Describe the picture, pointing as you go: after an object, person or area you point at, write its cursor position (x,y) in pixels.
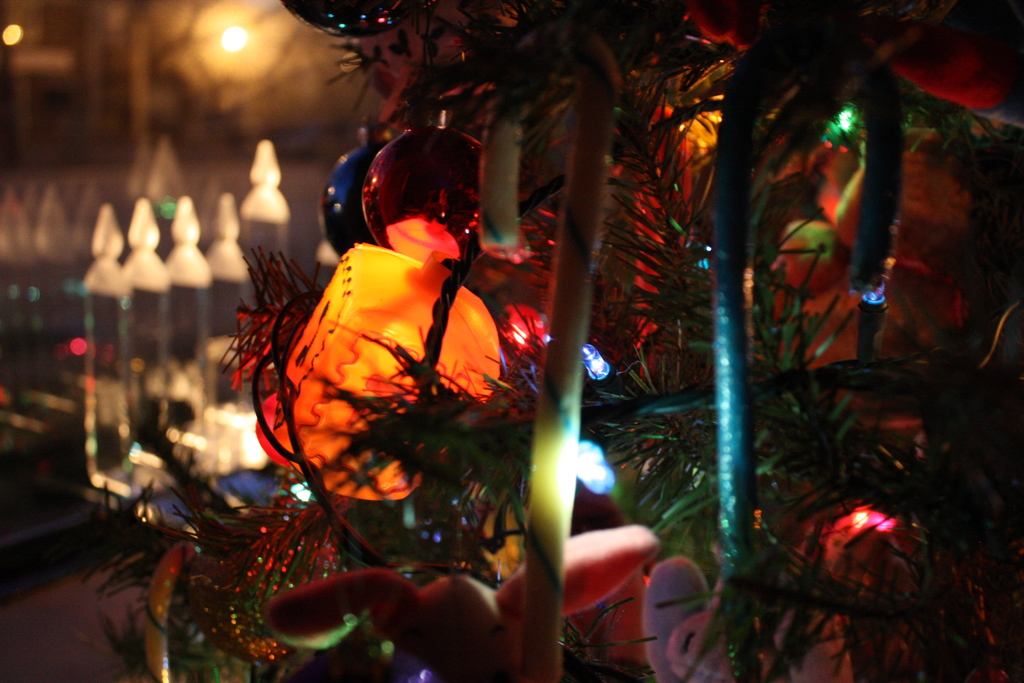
In this image I can see a Christmas tree (614,452). We can see colorful ball (413,197), lights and some objects (548,391) on it. Back Side image is blurred.
